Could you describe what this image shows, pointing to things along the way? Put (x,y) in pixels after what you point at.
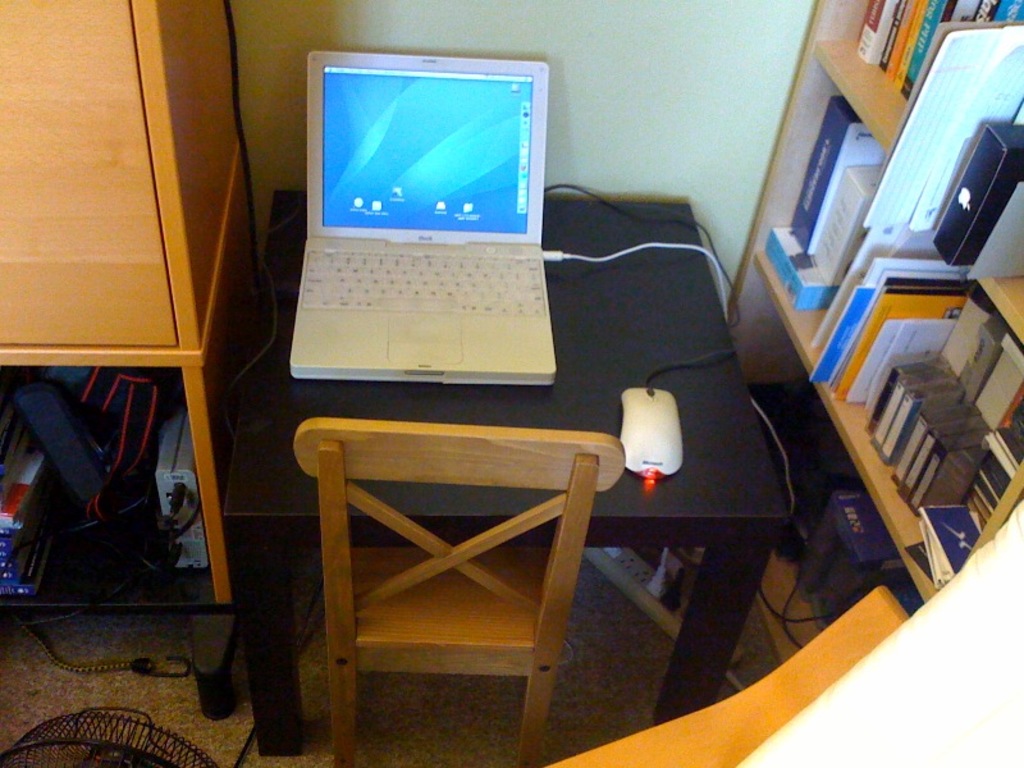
This is a small black table (302,410) with a laptop (445,296) and a connected mouse (636,413). This is a chair (479,562). I can see a plug box (612,558) under the table (651,545). These are the books (874,368) arranged in an order and placed in the rack (859,104). This looks like a wardrobe (71,242). I can see few objects (13,519) placed here. This looks like a electronic device (183,523).
